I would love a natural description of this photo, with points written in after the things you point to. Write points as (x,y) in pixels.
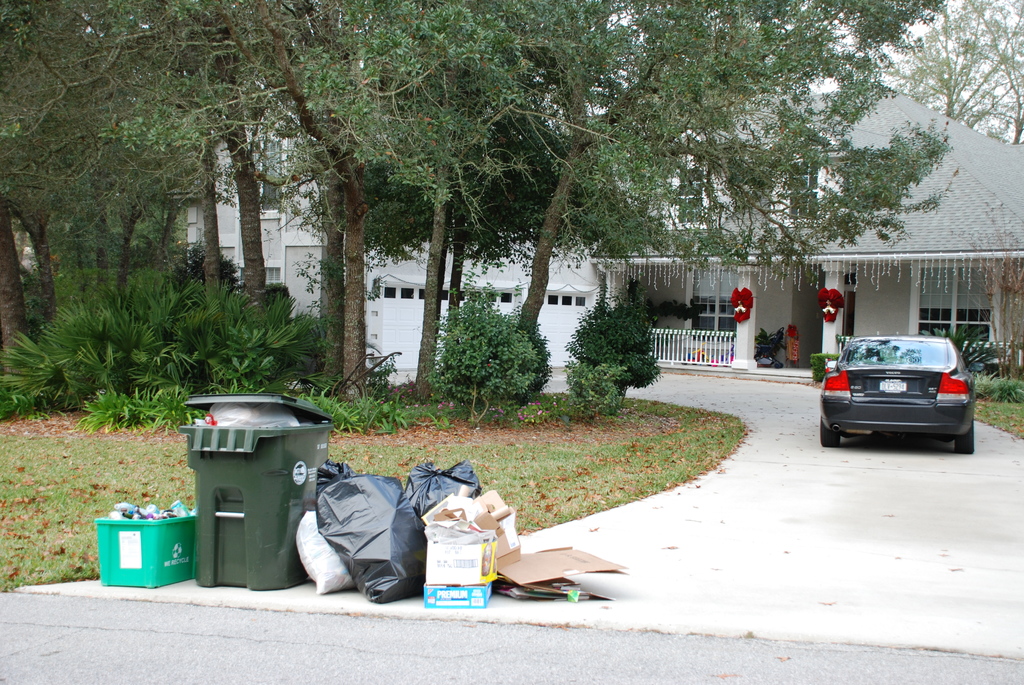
This image is taken outdoors. At the bottom of the image (541,620) there is a road (139,654) and there is a ground (543,447) with grass (85,450) on it. On the right side of the image (902,366) a car (849,409) is parked on the road (921,443). There are a few trees (1004,290). In the background (974,139) there is a house (298,231) with walls (394,277), windows (505,293), a door (386,303), pillars (745,329) and railings (709,341). On the left side of the image (126,264) there are a few trees (152,200) and plants (123,381) on the ground (630,490). There is a dustbin (284,489), a basket (161,522) and a few things (391,542) on the floor (560,601).
